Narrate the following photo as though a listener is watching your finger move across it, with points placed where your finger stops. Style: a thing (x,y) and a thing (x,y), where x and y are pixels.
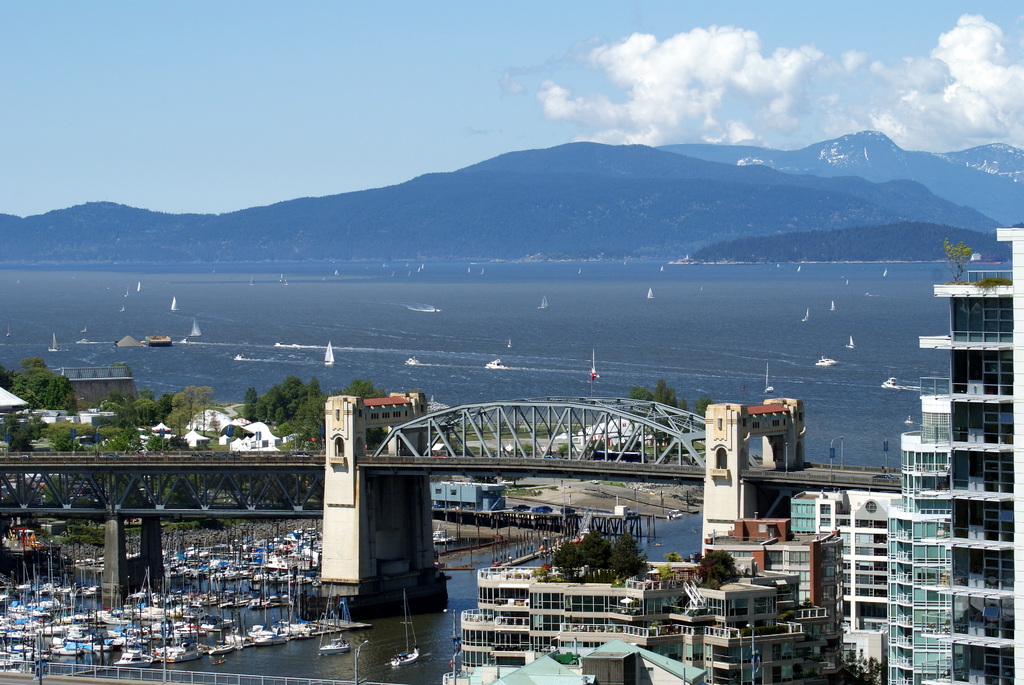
Here in this picture, in the middle (377,450) we can see a bridge (312,455) present over a place and we can see number of boats (279,638) present in the water (255,650) below that and we can also see buildings (588,599) and houses (605,599) present on the ground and we can see plants (590,579) and trees (190,416) present over a place and we can also see other number of boats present in the water (491,264) all over there and in the far we can see mountains (618,224) that are covered with grass (705,200) and plants (636,190) and we can see some mountains (882,151) are covered with snow (836,146) and we can see clouds (911,140) in the sky (829,24).
